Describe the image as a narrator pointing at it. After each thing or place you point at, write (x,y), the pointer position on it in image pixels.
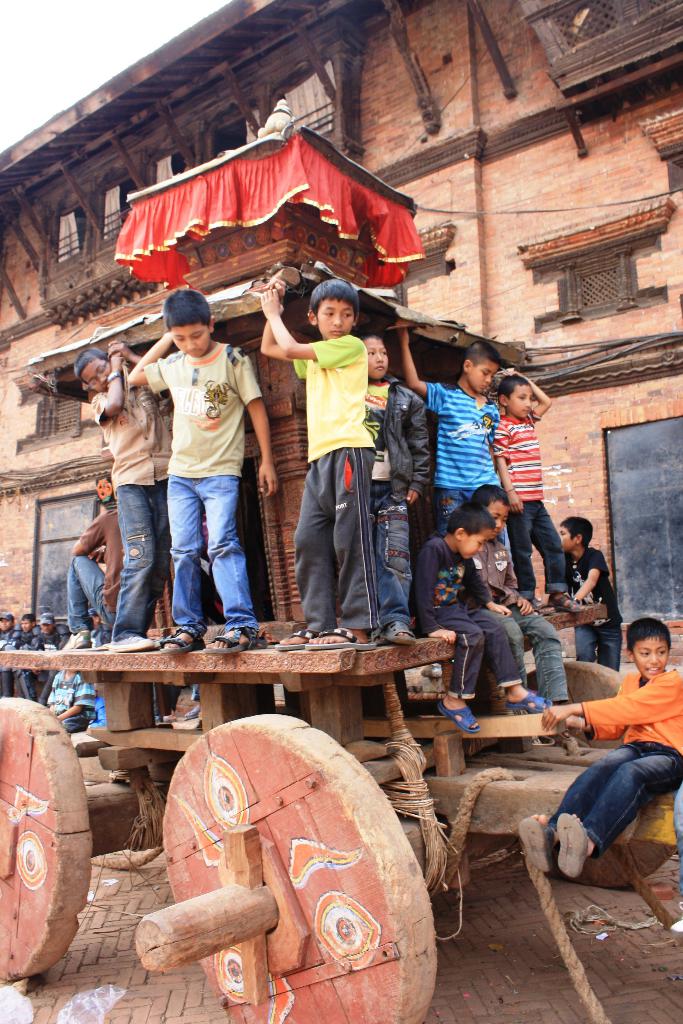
Here we can see group of people (146,542) and there is a cart (374,830). In the background (528,192) we can see a building (471,271).
